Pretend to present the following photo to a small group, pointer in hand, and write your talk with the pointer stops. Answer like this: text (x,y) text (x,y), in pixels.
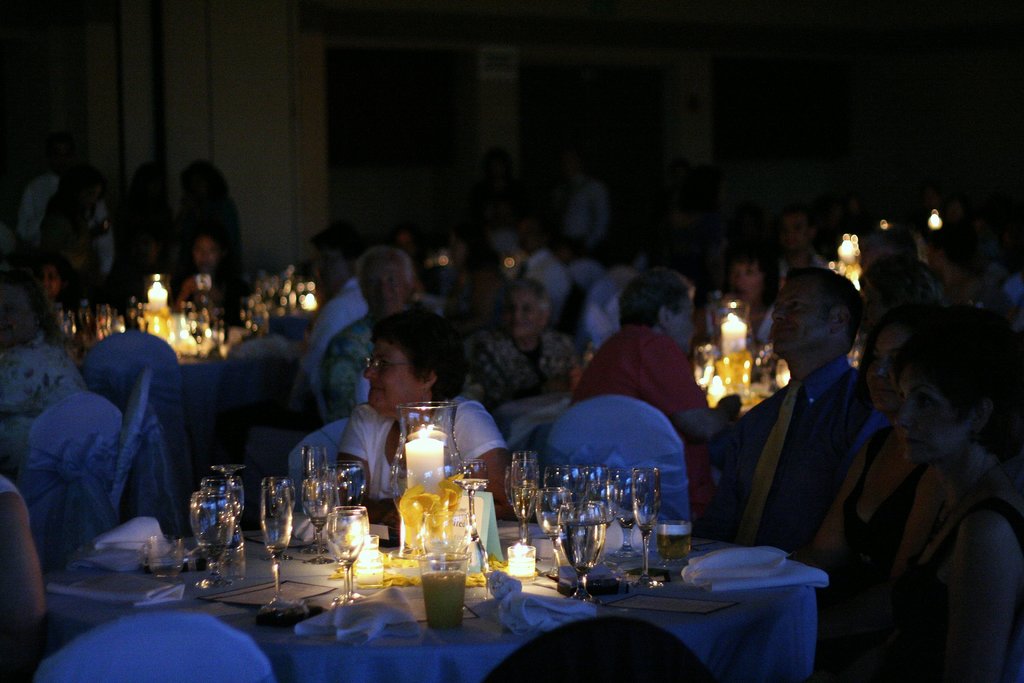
In this image there are people (478,422) sitting on the chairs (166,669). In front of them there are tables (298,528). On top of tables (502,546) there are glasses (429,555), candles (515,546) and a few other objects (620,581).
